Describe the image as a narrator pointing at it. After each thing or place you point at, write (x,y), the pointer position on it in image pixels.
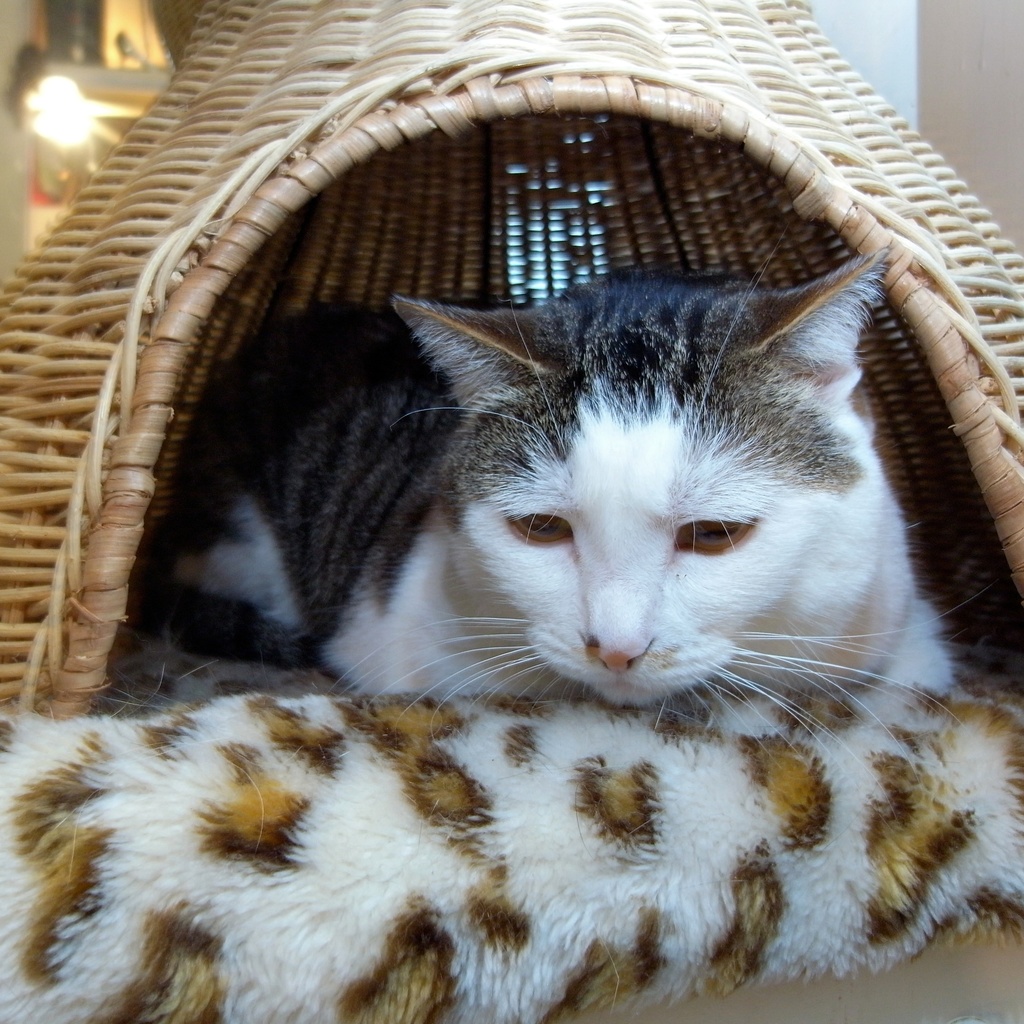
In this image I can see a cat (446,485) which is black, grey and white in color is under the wooden object (297,205). I can see a cloth (519,808) which is cream and brown in color. In the background (50,126) I can see a light (75,104), the wall (9,36) and few other objects (84,45).
